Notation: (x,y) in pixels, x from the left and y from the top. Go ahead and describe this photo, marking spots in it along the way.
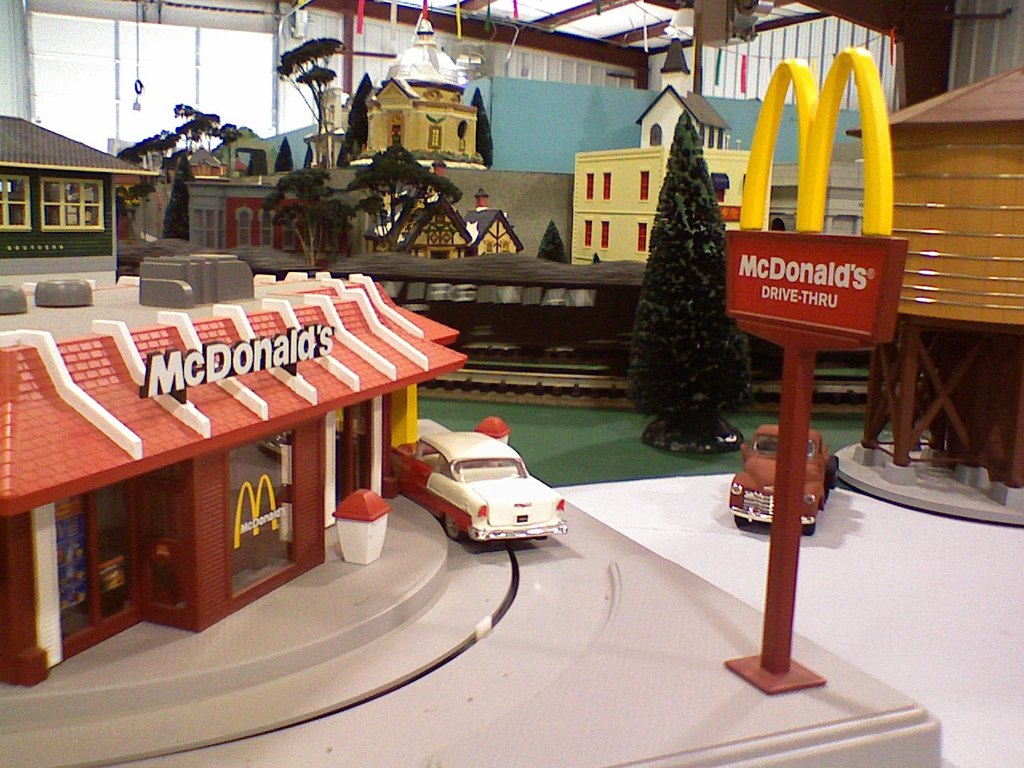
In this image, we can see toy houses (157,494), trees (666,341), pole (785,571), board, vehicles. Background (73,96) we can see wall (362,71), glass objects (257,79) and pillar (923,68).
